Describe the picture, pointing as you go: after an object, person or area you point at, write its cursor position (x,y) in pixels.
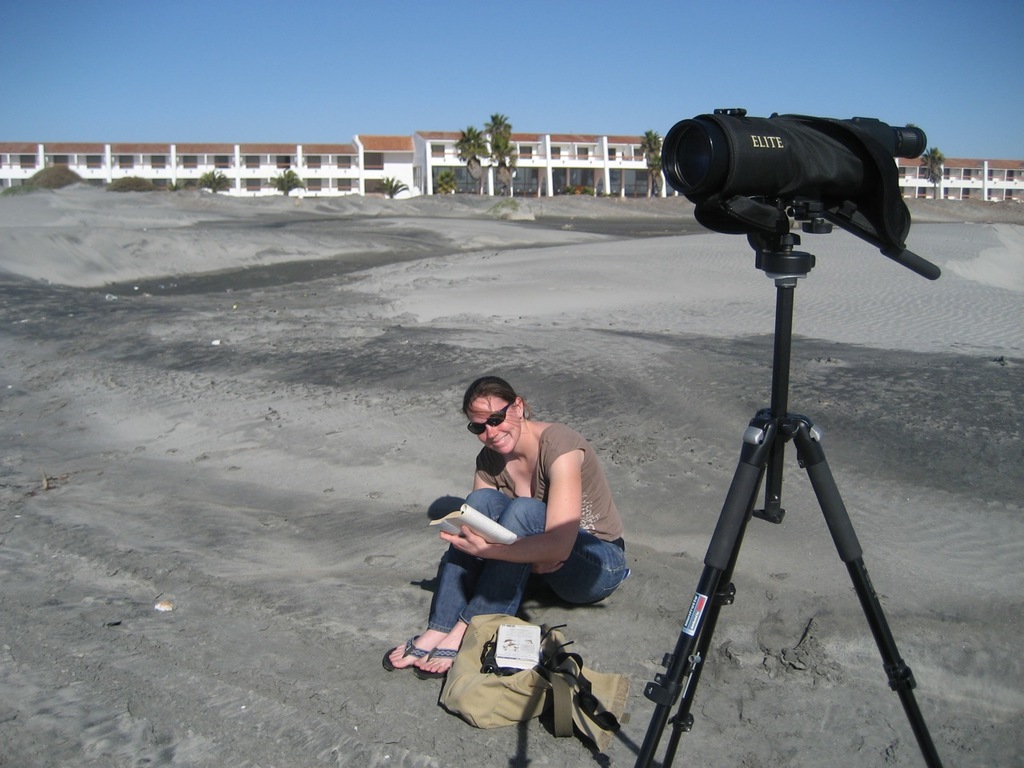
In this picture we can see a woman (523,504) holding a book (477,525) with her hand (471,547), smiling, sitting on the ground (247,575) and in front of her we can see a camera (796,129), tripod stand (724,584), bag (571,659) and in the background (253,156) we can see a building (257,182), trees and the sky (518,69).
